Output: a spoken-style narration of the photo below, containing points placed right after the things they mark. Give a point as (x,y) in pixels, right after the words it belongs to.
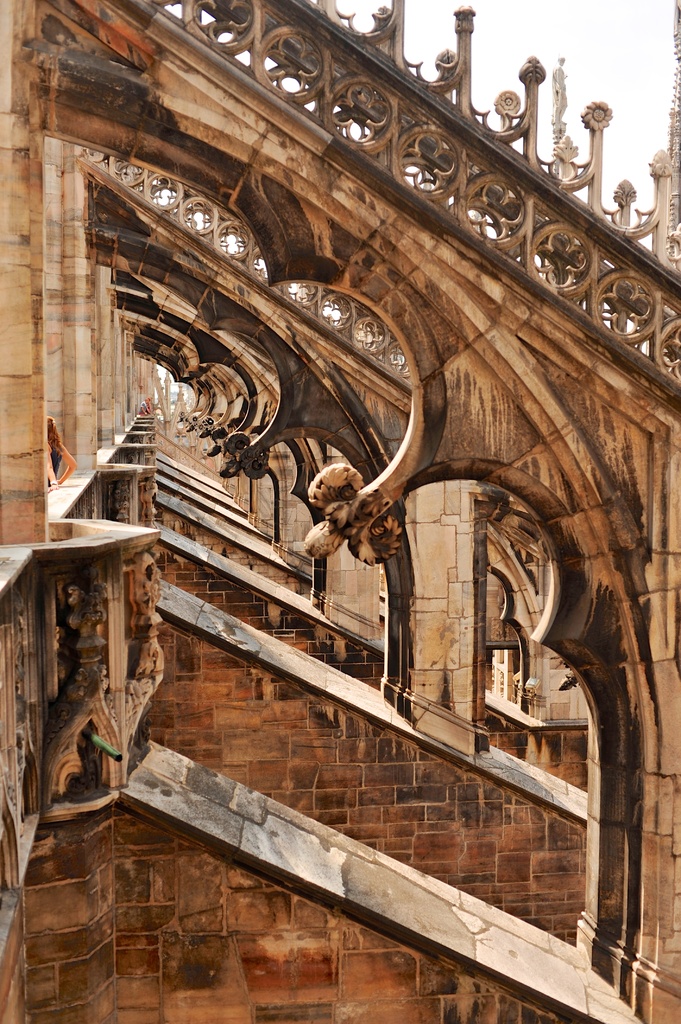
In this image, we can see an old architecture building (507,93).
